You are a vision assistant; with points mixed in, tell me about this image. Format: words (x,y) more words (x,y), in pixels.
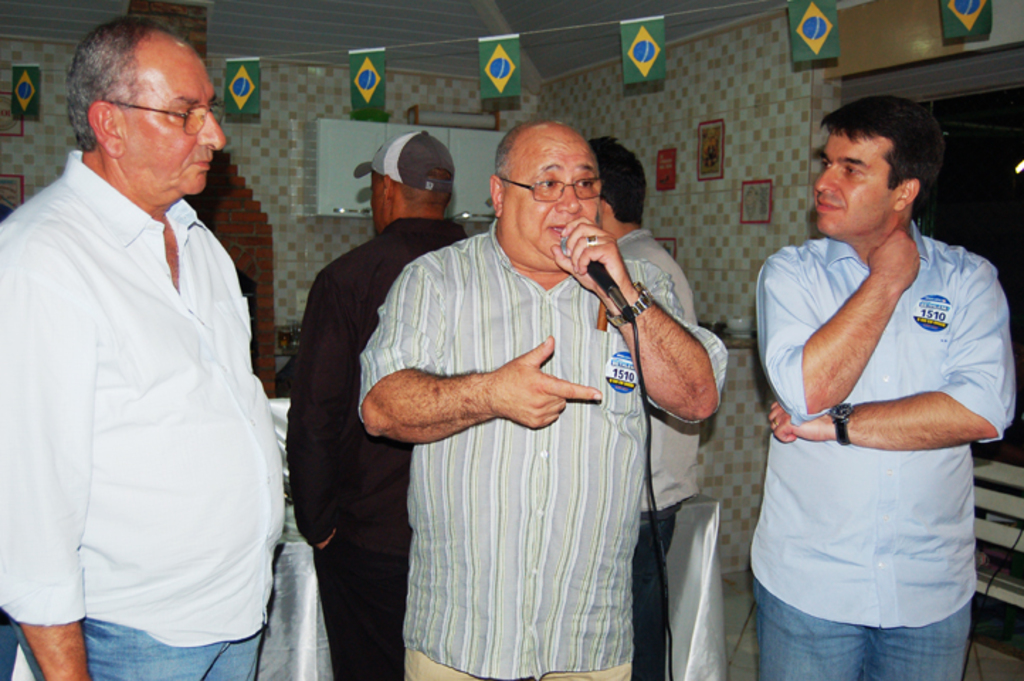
In front of the image there is a person (567,304) holding a mic (592,265), beside the person (388,315) there are two people (232,445) standing, behind them there are a few other people (382,281) and there are some objects (709,505) on the floor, behind them on the wall (682,148) there are some posters (701,138) and there is a wooden cupboard (349,189), on top of the image (357,82) there are flags (801,15) hanging onto a rope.
